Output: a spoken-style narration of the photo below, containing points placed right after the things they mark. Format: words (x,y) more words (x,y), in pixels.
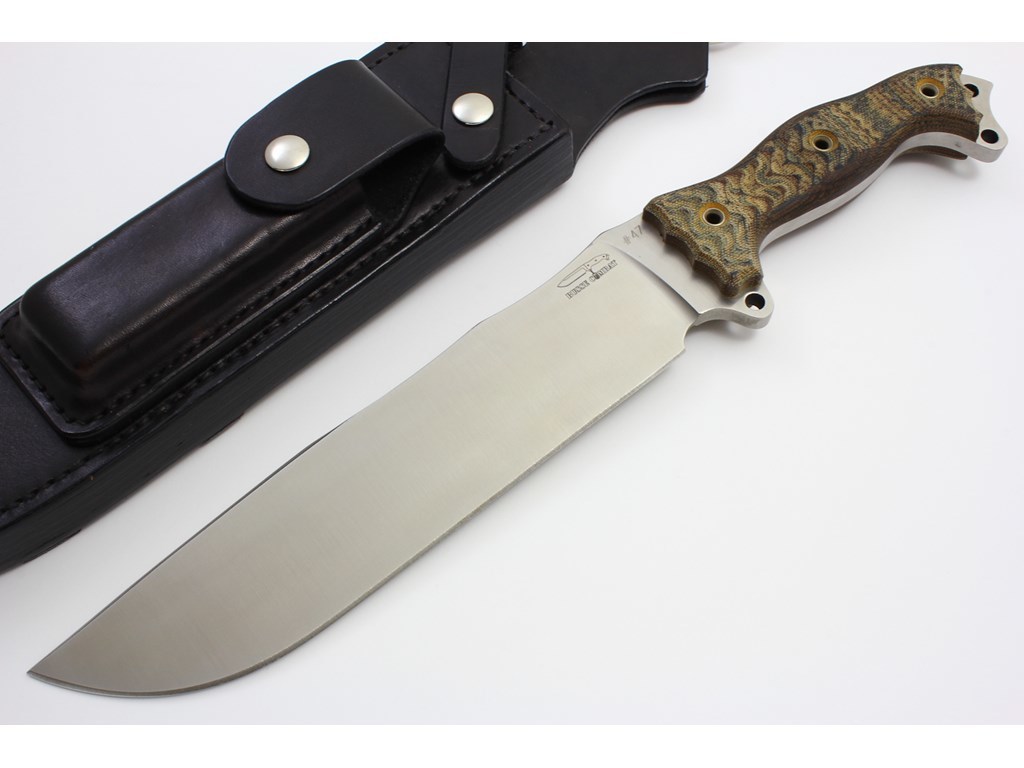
In this image, we can see a knife (437,426) and cover (363,235) is placed on the white surface (689,576).
